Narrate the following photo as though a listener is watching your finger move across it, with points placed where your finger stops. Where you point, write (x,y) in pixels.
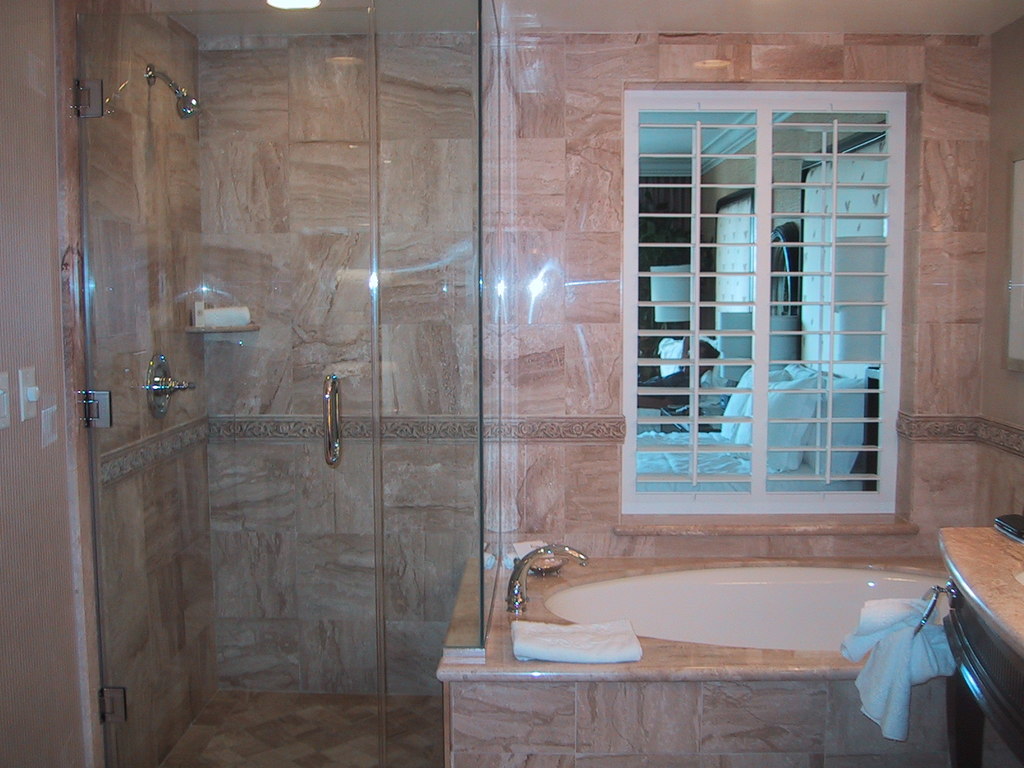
Here in this picture we can see a shower (288,370) present on the wall (141,424) and we can see some part of it covered with a glass door (234,763) and we can see light (314,3) on the roof (312,20) and beside that we can see a bathtub (679,594) and a tap (544,552) present and we can see some napkins (612,628) present and we can also see a window (757,452) on the room (696,525), through which we can see a bed (716,443) with pillows (808,424) on it and we can also see cup boards (734,321) and lamp (671,305) present.
